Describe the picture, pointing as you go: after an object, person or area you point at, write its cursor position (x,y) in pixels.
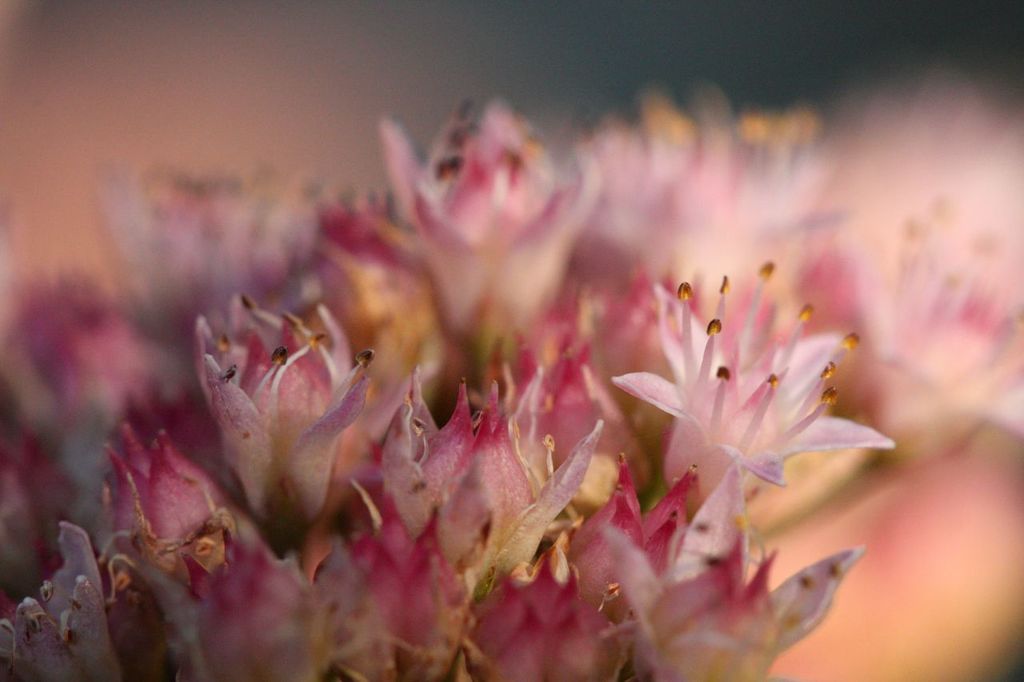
In this image there are pink flowers (492,334).
